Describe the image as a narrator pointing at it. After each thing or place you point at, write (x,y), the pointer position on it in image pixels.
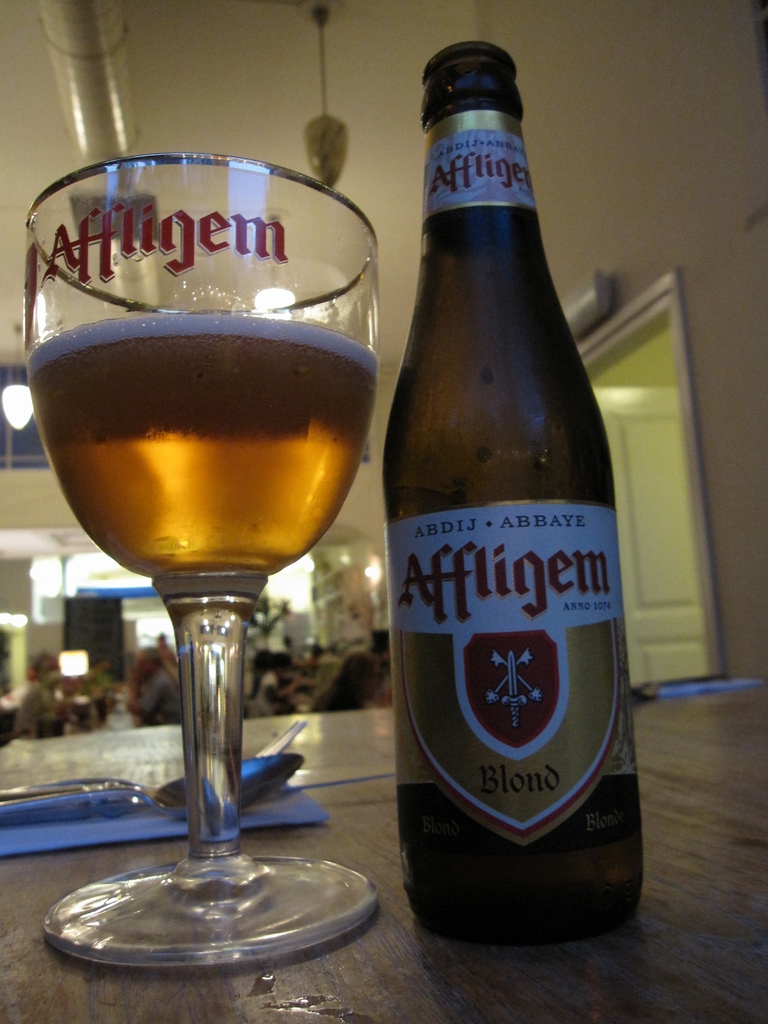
This is the picture of a table (766,746) on which there is a bottle (412,673) and a glass (250,524).
